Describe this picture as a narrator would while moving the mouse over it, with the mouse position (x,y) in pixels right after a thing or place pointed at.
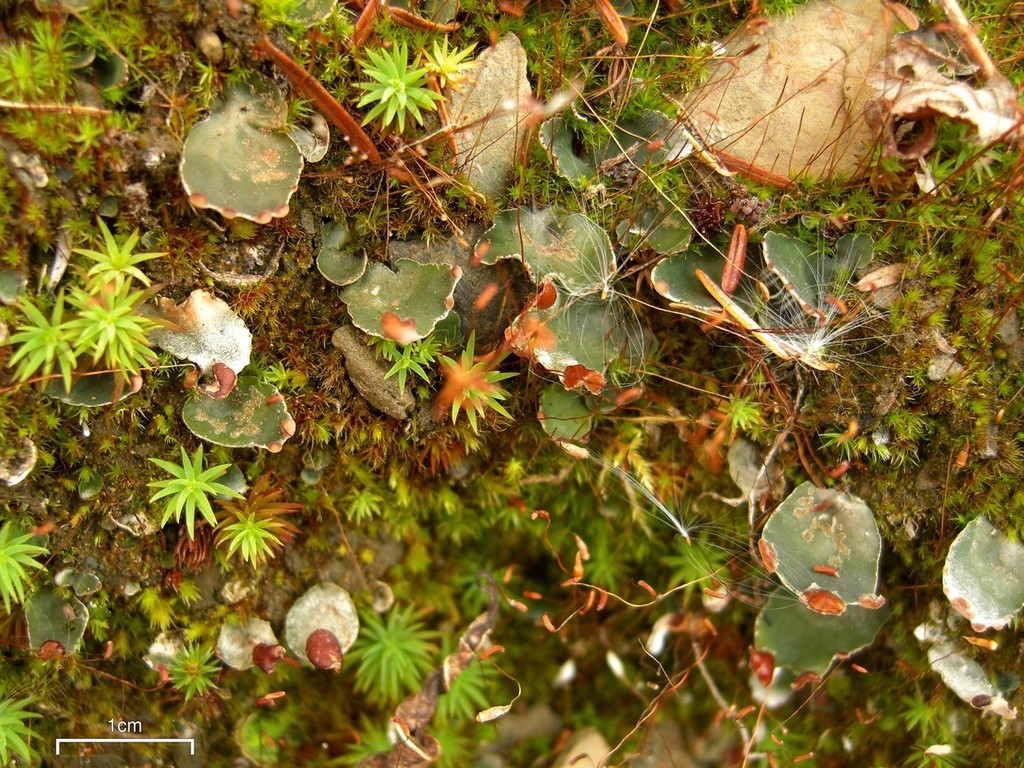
Here we can see plants (547,407) on the ground (435,382) and at the bottom (668,639) the image is blur.
